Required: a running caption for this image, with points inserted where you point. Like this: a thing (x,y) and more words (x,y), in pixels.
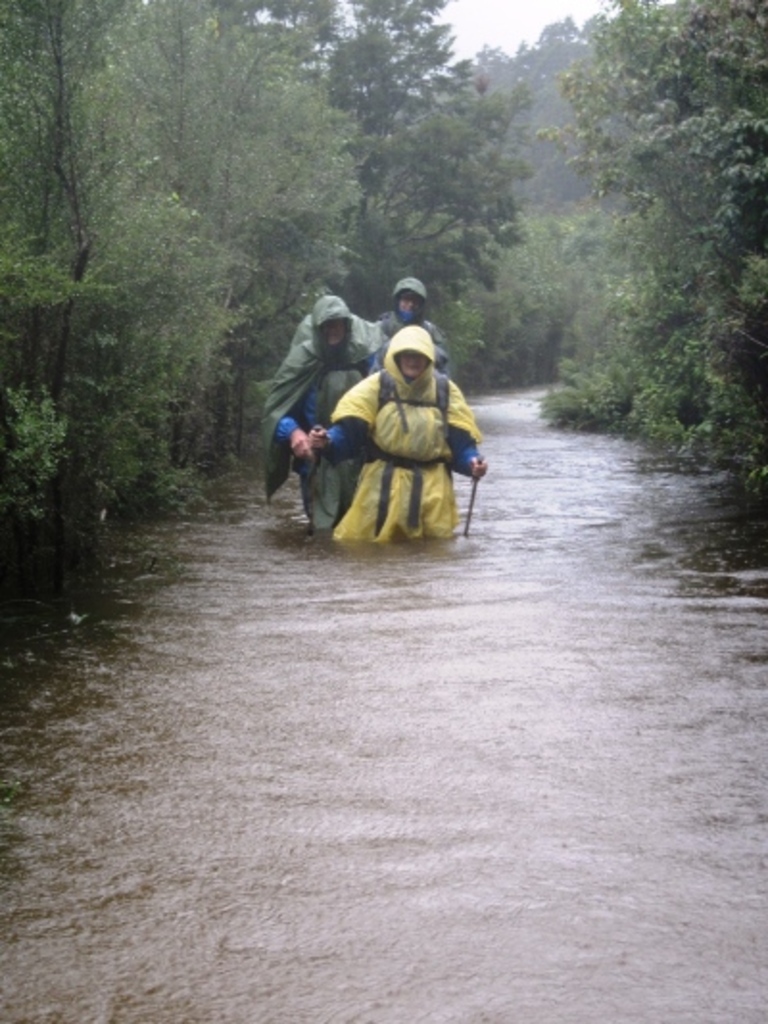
We can see people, water (246,822) and trees (372,269). In the background (464,26) we can see sky (487,26).
